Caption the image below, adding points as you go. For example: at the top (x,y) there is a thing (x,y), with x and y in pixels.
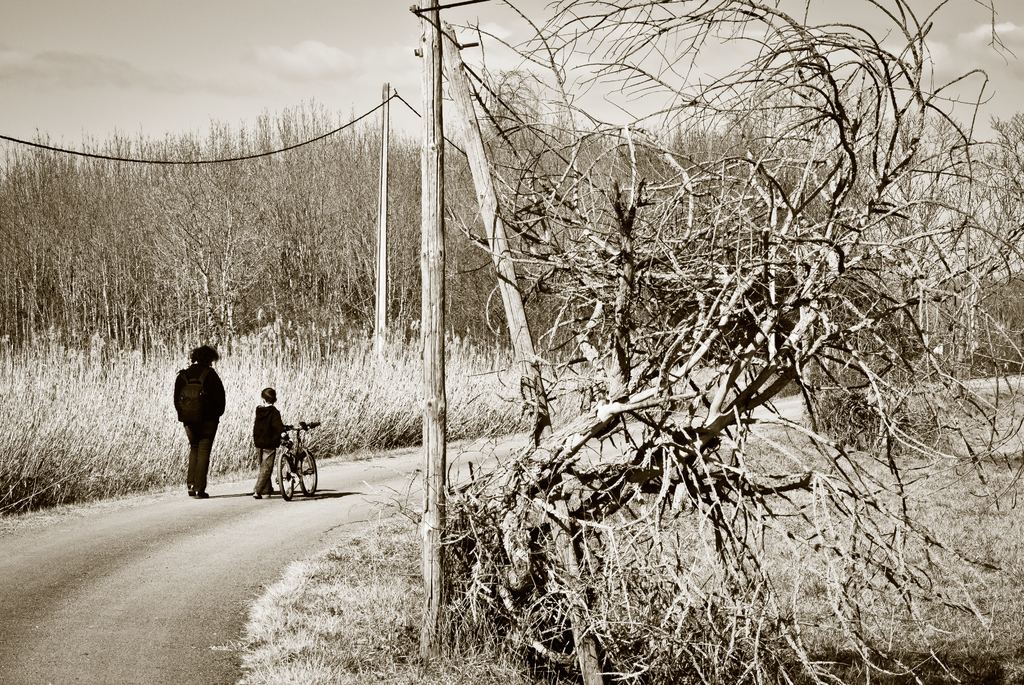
In the picture we can see a pathway (345,519) on it, we can see a man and a boy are walking, boy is holding a bicycle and on the both the sides of the path (196,621) we can see grass plants (82,435) and poles (436,524) with wires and in the background (139,314) we can see trees (458,226) and sky (635,91) with clouds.
